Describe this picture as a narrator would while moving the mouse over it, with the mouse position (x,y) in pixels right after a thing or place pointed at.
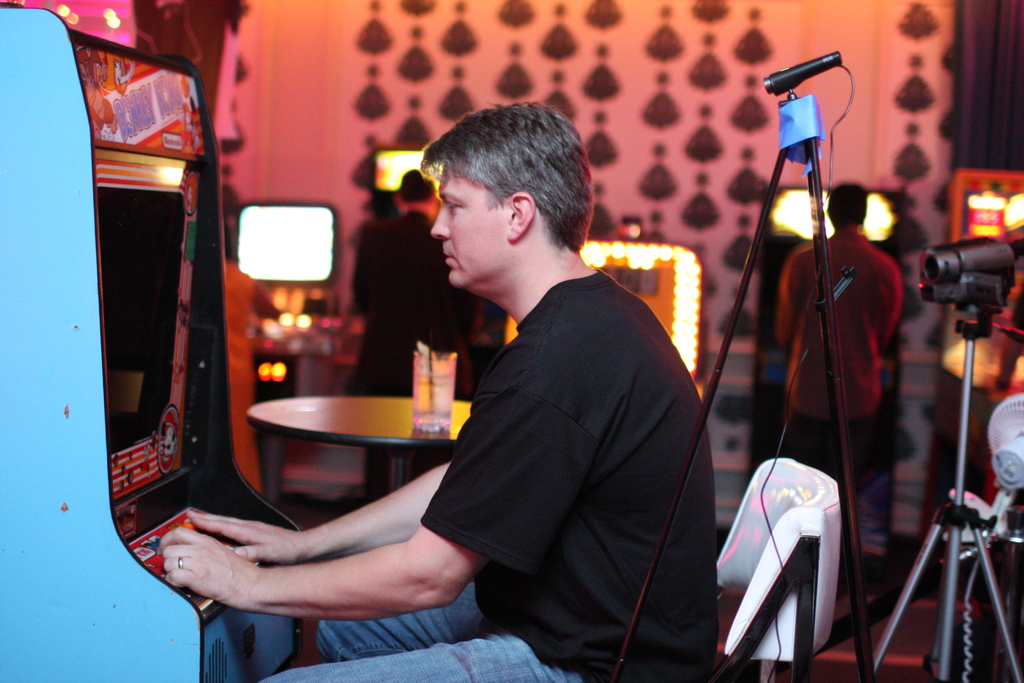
In this image I can see a person (553,273) is sitting in front of a machine (238,495) and I can see camera stands (864,604) and tables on which some objects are there. In the background (673,176) I can see a wall (673,176) and lights (68,13). This image is taken may be in a hall (965,56).
